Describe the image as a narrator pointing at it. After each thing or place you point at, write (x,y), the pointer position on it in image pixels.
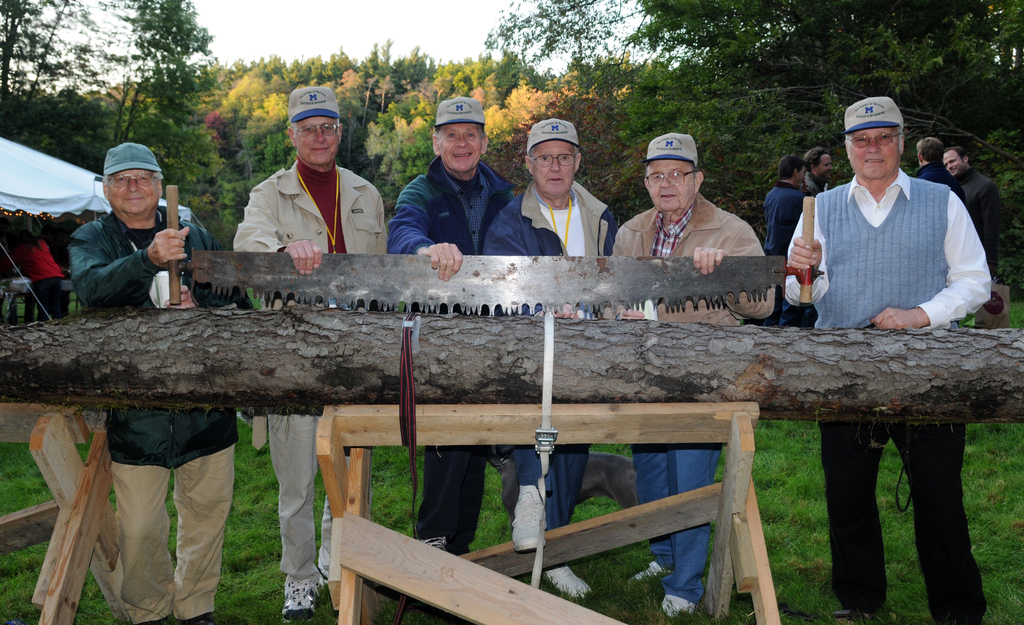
In this picture I can see a group of people (896,181) holding the saw (590,263) in the middle (530,278), on the left side (19,141) there is a tent (51,191). On the right side (924,147) a group of people (982,184) are standing, in the background (536,94) there are trees (536,94), at the top (393,26) I can see the sky (398,33).
